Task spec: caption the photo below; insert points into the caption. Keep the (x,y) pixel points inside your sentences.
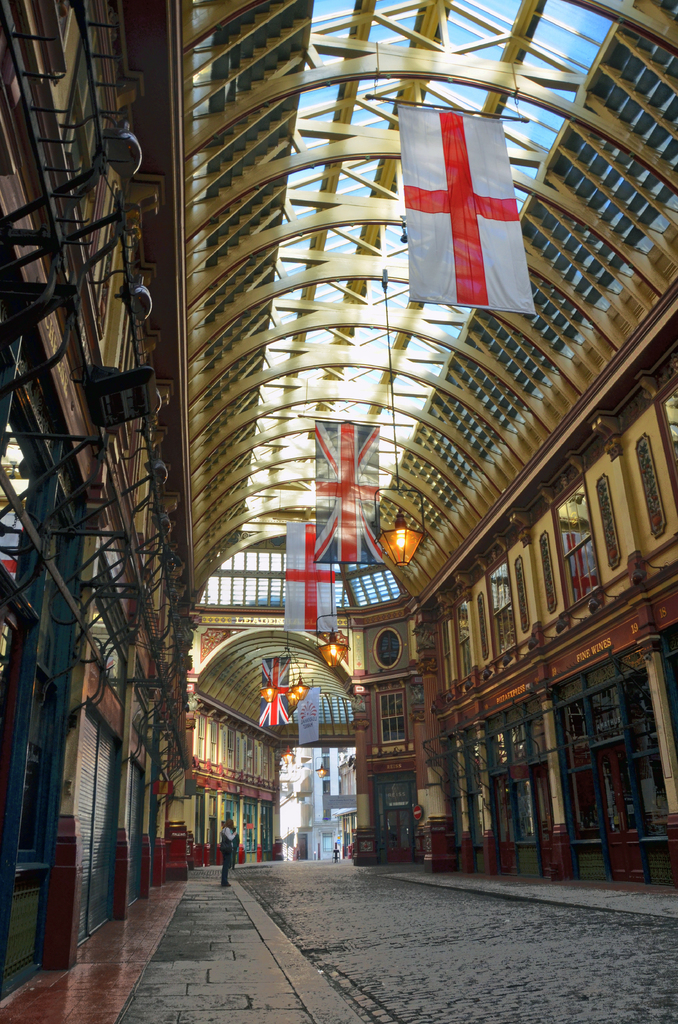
At the center of the image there are two people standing on the road (357,974). There are buildings (395,676). On the left side of the image (101,681) there are lamps (138,373) on the metal rods (150,647). On top of the image (334,319) there are flags (374,478), lamps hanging from the rooftop (354,187) supported by the metal rods (327,345).
